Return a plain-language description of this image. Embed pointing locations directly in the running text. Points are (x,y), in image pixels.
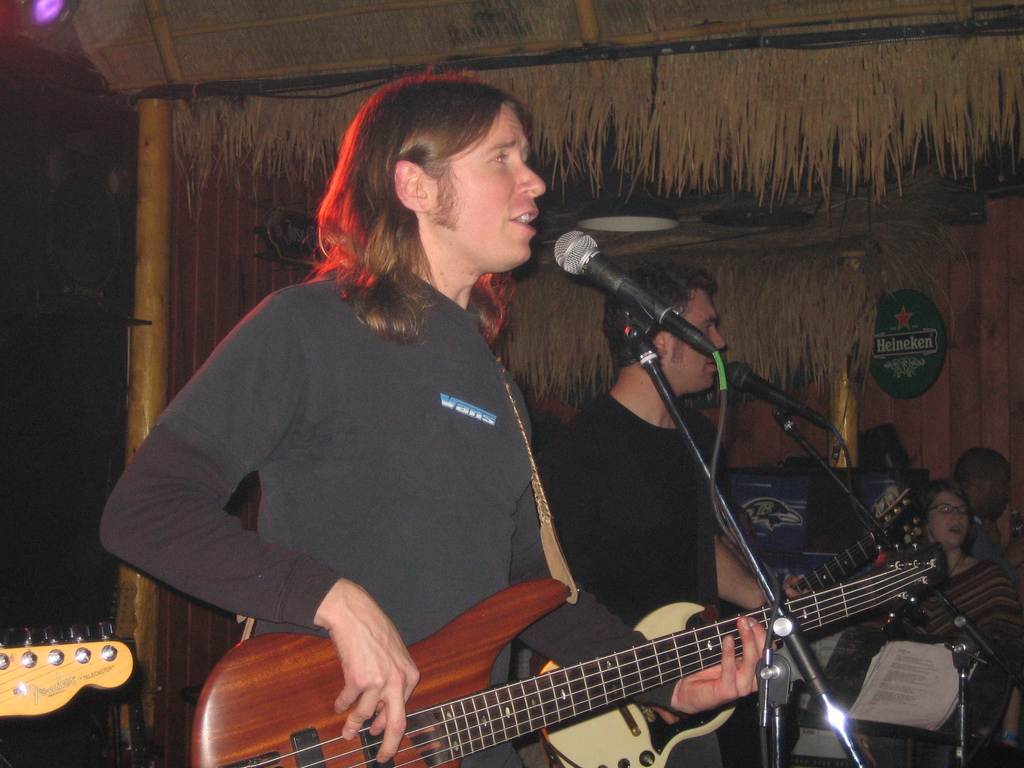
A man (463,223) is playing guitar (506,695) and singing. In front of him there is a mic (614,290) and mic stand (783,665). Behind him another person (648,452) is holding guitar (683,607) and singing. In the back (813,118) there is a hut (238,154) with bamboo (169,240). And there are many persons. There are papers (894,683).
